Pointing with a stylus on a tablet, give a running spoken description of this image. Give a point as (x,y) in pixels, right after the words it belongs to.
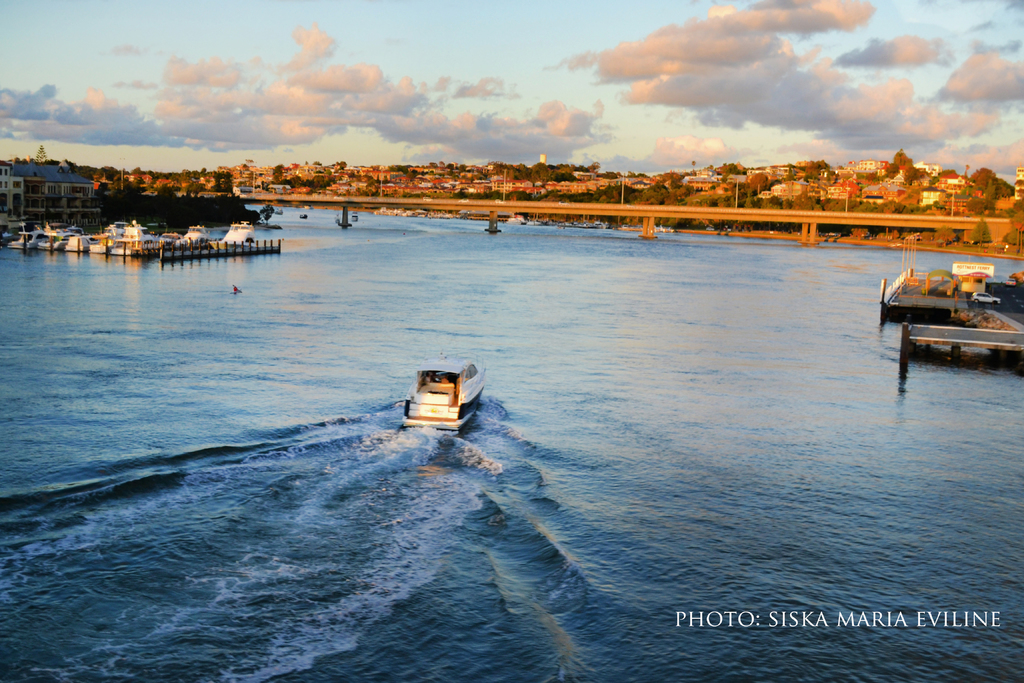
In the foreground of this picture (488,399), there is a boat (468,393) moving on the water (568,505). On the right (973,335), we can see the dock (926,311). In the background (327,174), there are trees (415,174), buildings (846,182), a bridge (865,214), few boats (103,238), sky (467,30) and the cloud (359,106).
